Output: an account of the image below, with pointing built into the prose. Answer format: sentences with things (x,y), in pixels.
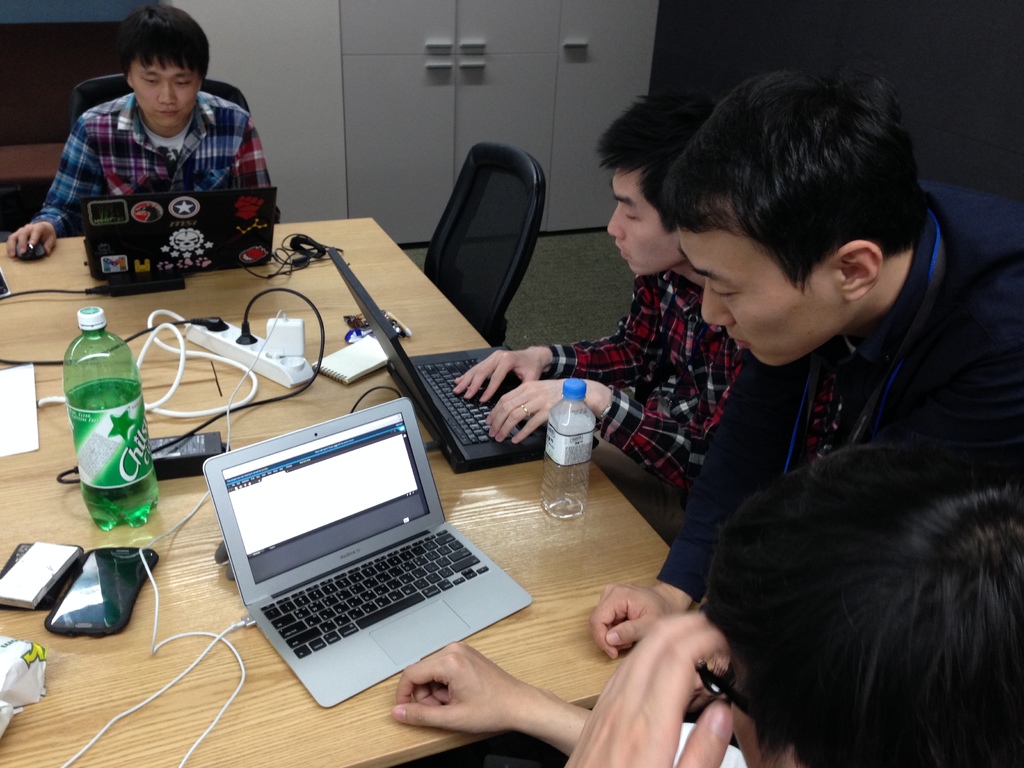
As we can see in the image there is a wall (302,62), door (501,31), few people (975,603) sitting on chairs (494,260) and a table (313,288). On table (140,315) there are laptops (432,490), switch board (196,338), book (373,358), bottle (138,425) and mobile phone (99,575).
